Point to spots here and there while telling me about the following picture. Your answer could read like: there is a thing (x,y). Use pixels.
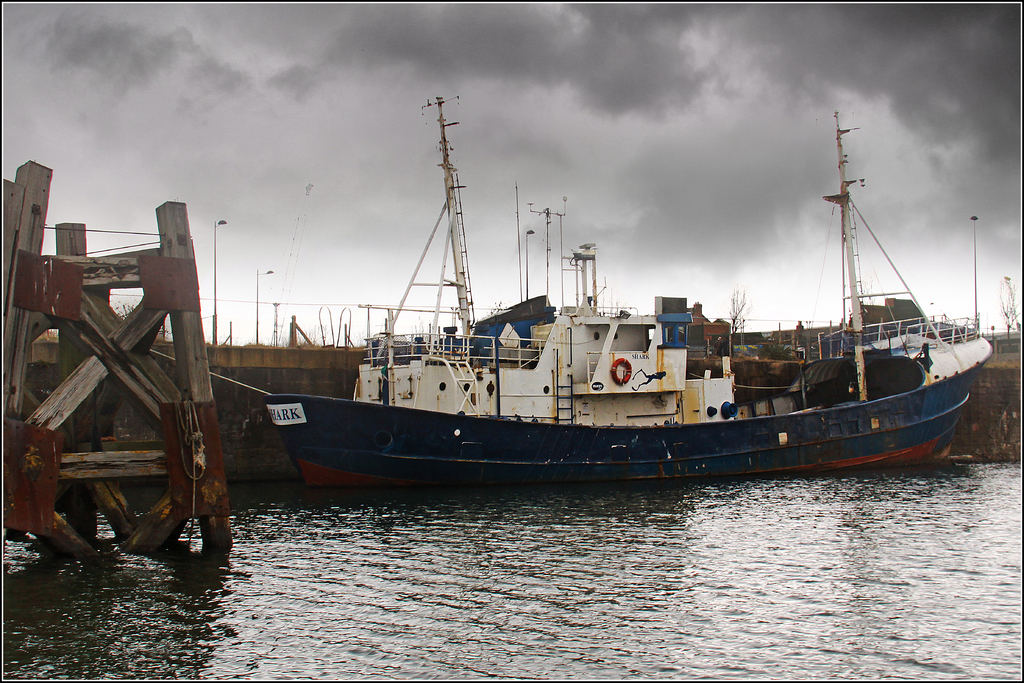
The picture consists of a water body (128,574). In the center of the picture (470,427) there is a ship (289,420), on the left (193,335) a wooden construction (24,299) and other materials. Sky (393,140) is cloudy.
